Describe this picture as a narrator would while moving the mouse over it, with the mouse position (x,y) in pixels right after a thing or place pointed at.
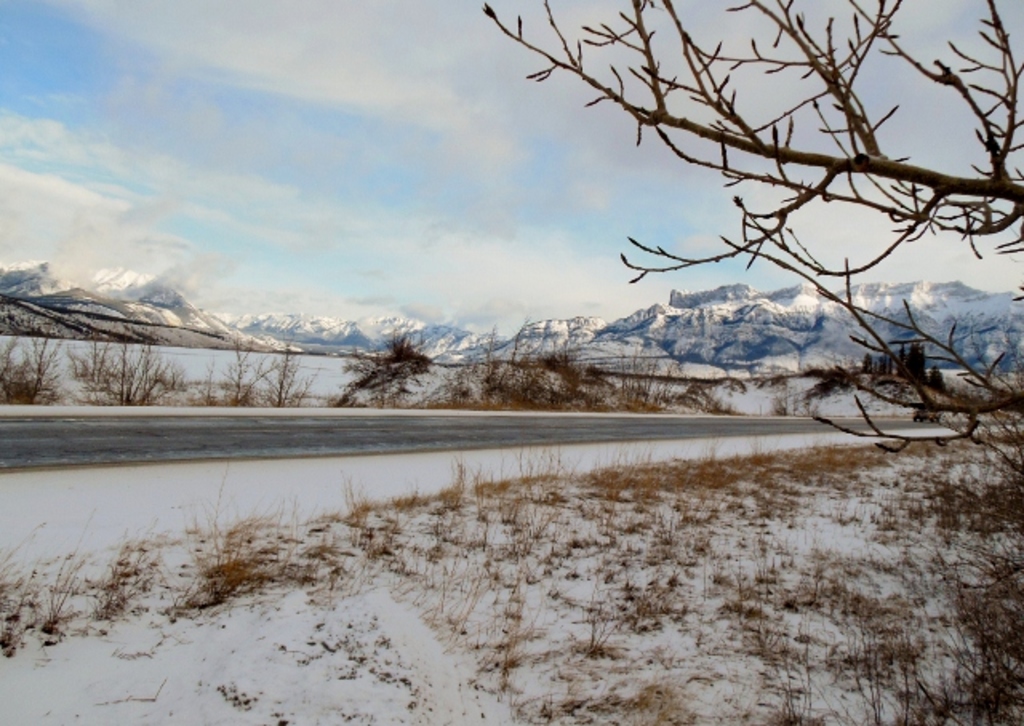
There is a road (438,428) and there is snow (329,381) on either sides of it and there are mountains (308,317) covered with snow (778,334) in the background (659,329).
